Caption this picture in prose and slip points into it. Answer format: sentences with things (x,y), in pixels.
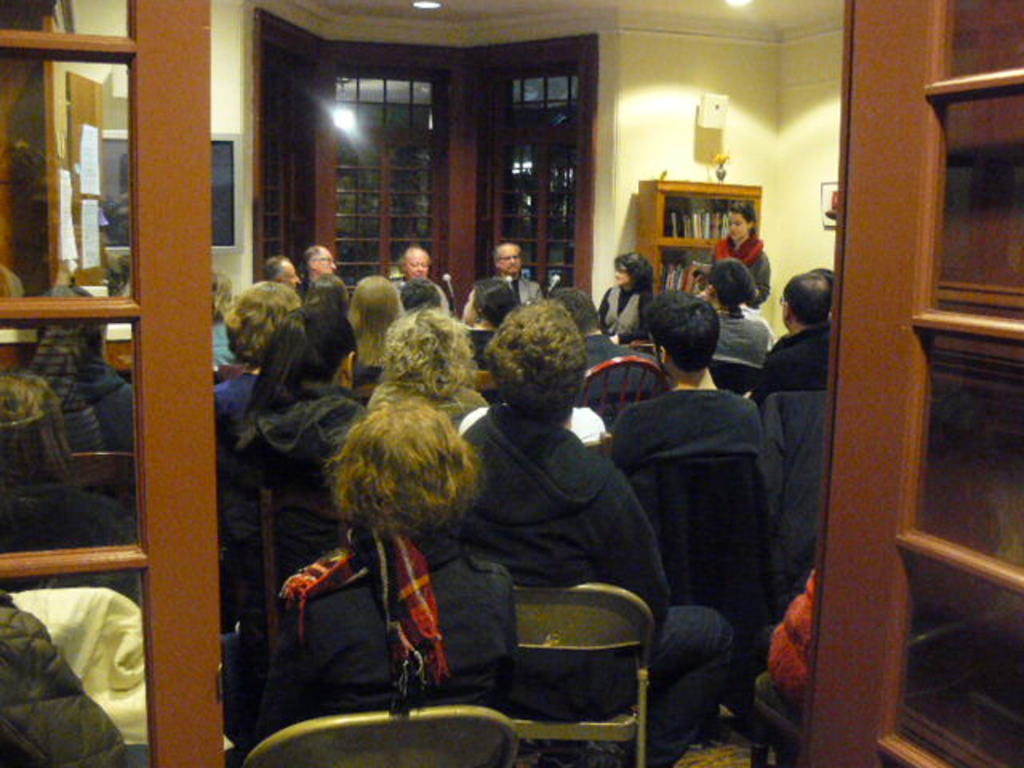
This picture is an inside view of a room (551,237). In the center of the image (512,350) we can see a group of people (443,352) are sitting on a chair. In the background of the image (456,240) we can see door (437,146), lights (348,128), wall (679,95), cupboard (649,205), books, flower pot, photo frame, screen (108,172), papers (94,143), mics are there. At the bottom of the image (882,630) we can doors (880,643), floor (729,752) are there. At the top of the image (505,19) we can see roof (551,5) and lights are there.
